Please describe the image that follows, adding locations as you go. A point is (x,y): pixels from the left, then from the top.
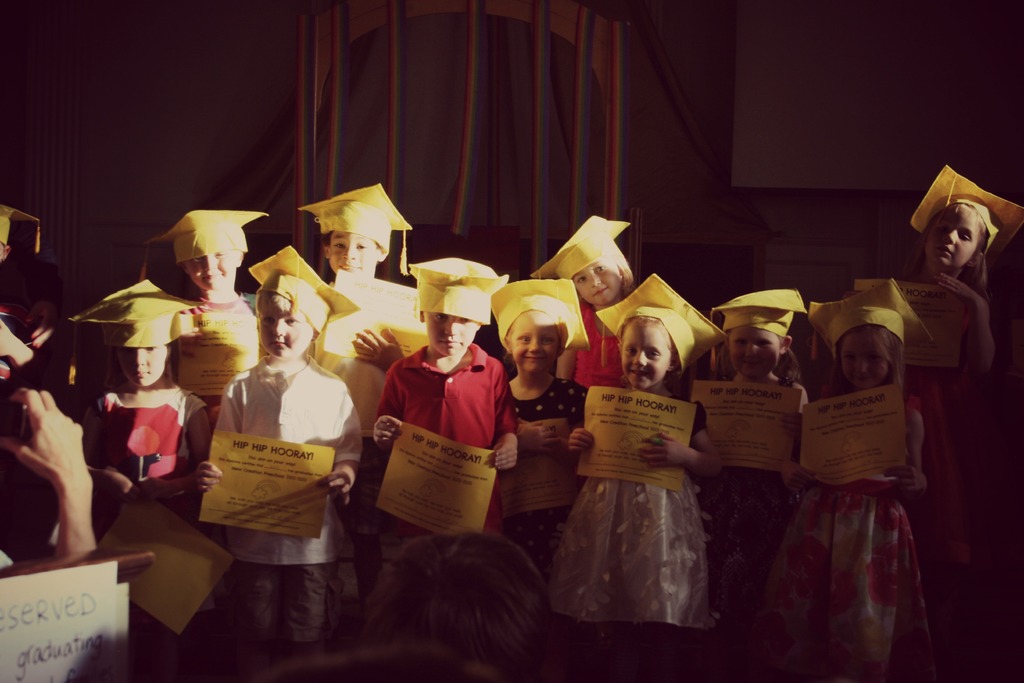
In this image we can see group of children (746,349) standing, holding cards (462,445) in their hands (548,431) wearing hats (275,256) of color yellow. In the background (291,118) we can see curtains (330,112) and a screen (831,183).
